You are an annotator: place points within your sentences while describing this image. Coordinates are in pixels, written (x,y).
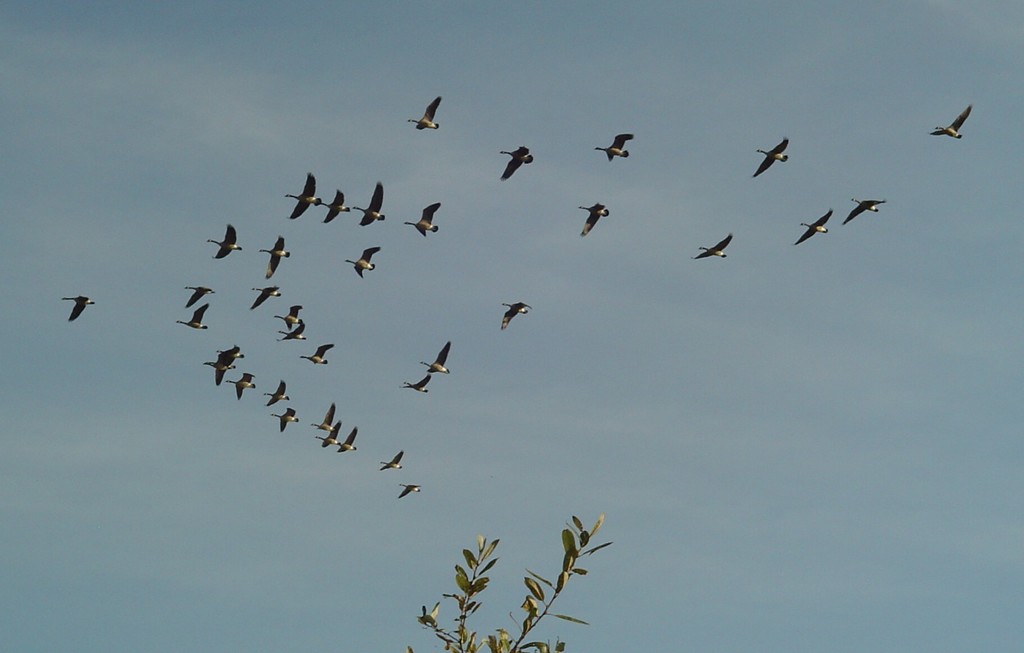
in this image we can see a group of birds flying in the air (745,208). At the bottom of the image (596,523) there is a plant (544,597). In the background (318,42) we can see sky (763,312).
